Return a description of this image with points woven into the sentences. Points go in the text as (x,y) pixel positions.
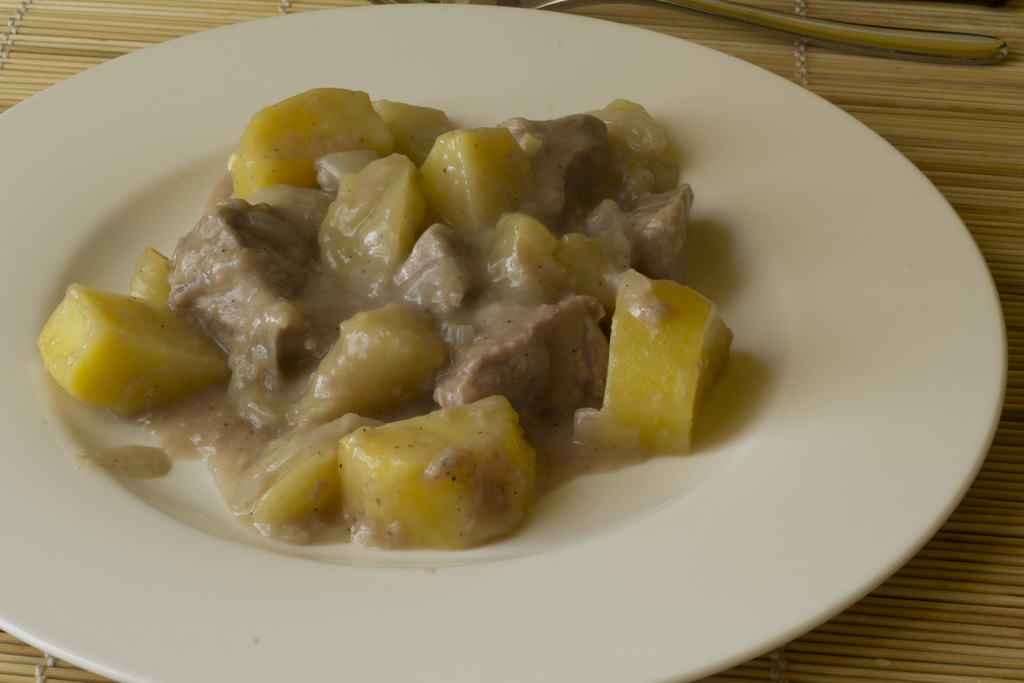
In the image we can see in a plate (592,478) there is a food item (289,349) which is in yellow and brown colour.
